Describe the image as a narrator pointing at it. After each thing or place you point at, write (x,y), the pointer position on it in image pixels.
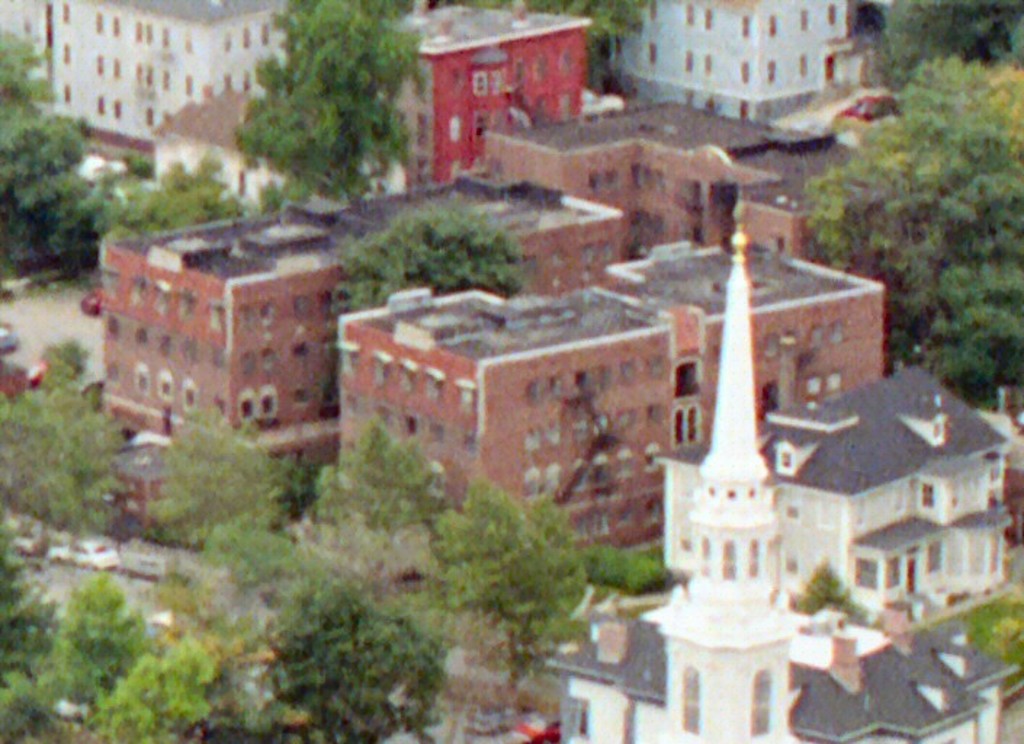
In this image we can see buildings (475,347), road (74,328), vehicles (16,343), trees (268,633) and plants (171,743).
